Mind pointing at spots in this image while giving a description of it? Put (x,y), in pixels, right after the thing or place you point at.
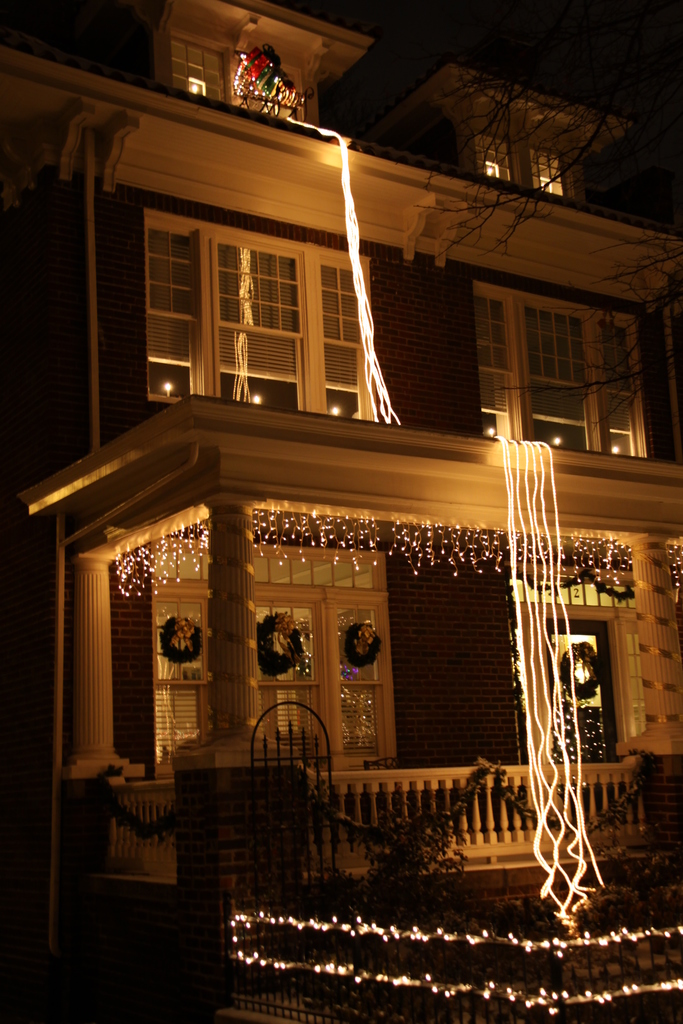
As we can see in the image there are buildings (333,419) and lights (538,854).
